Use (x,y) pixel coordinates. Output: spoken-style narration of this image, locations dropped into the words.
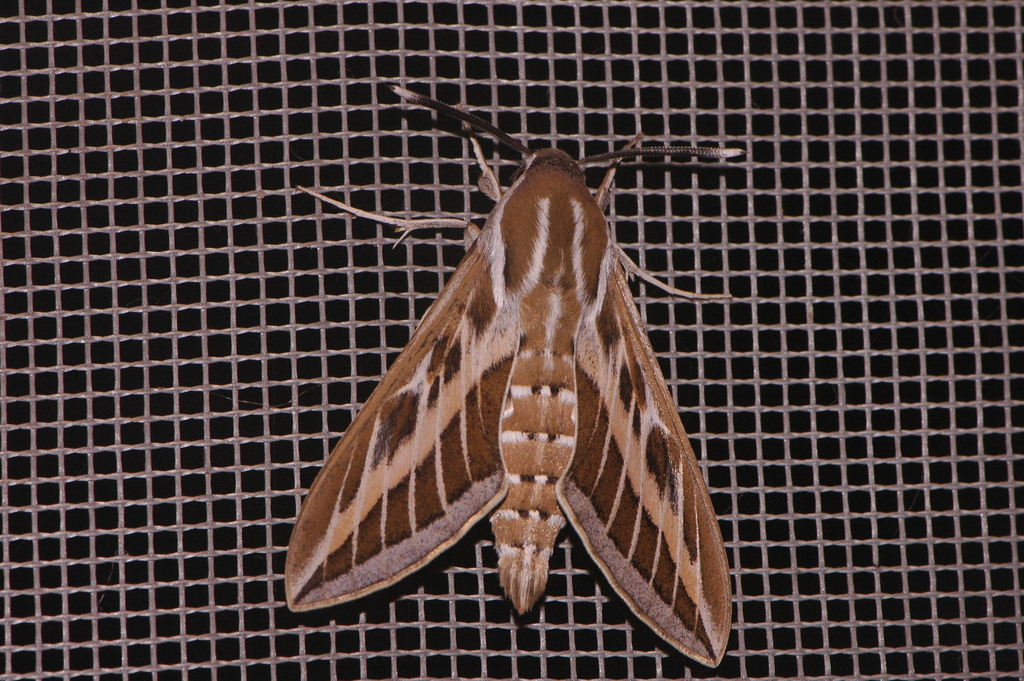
In the center of the image (439,364) there is a insect (420,364) on the mesh (255,272).
